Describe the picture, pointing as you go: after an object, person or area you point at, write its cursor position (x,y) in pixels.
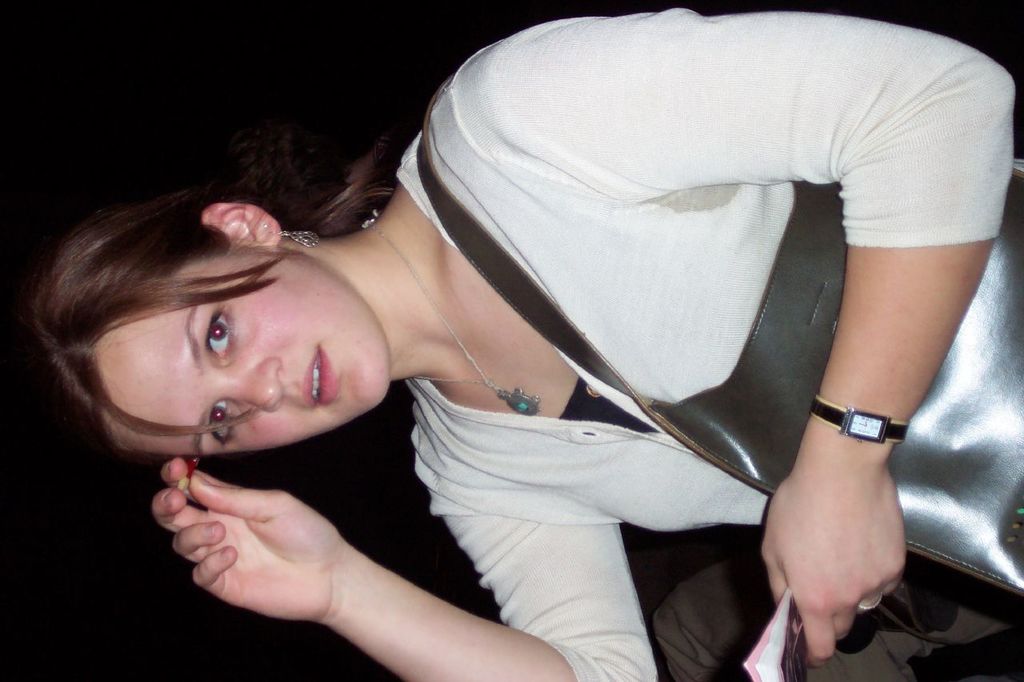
In this image I can see a woman (646,220) who is wearing white dress (663,150) and a black colored bag (738,373) is holding an object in her hand (836,580) and I can see the black colored background (387,518).
